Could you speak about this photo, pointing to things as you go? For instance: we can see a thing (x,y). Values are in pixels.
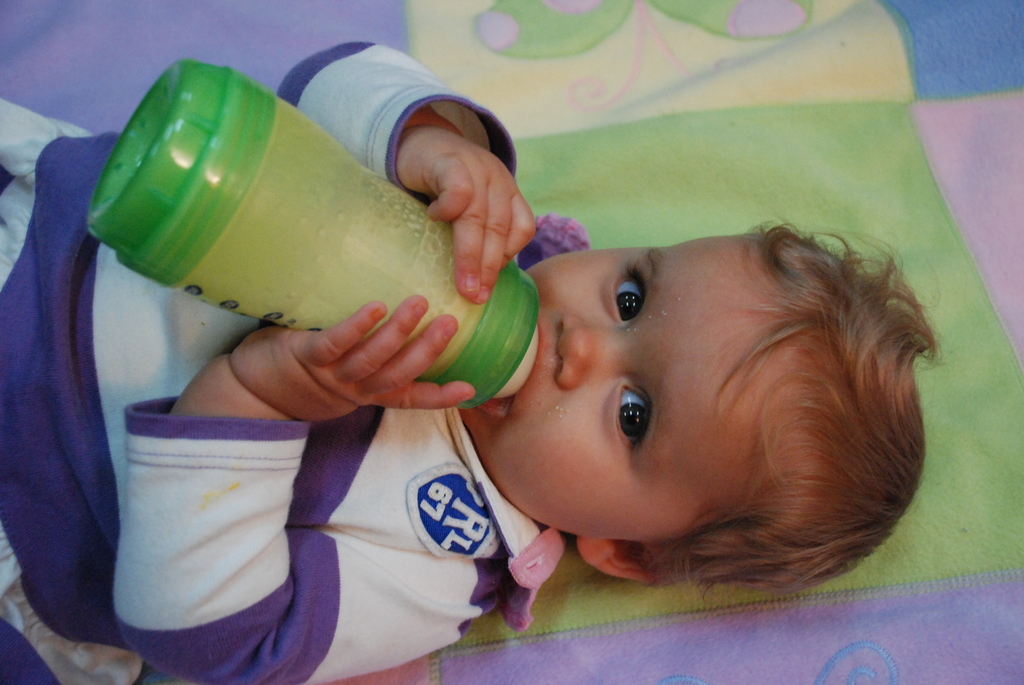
This is the picture of a boy (419,447) lying on a bed (658,587) and holding a bottle (301,242).
